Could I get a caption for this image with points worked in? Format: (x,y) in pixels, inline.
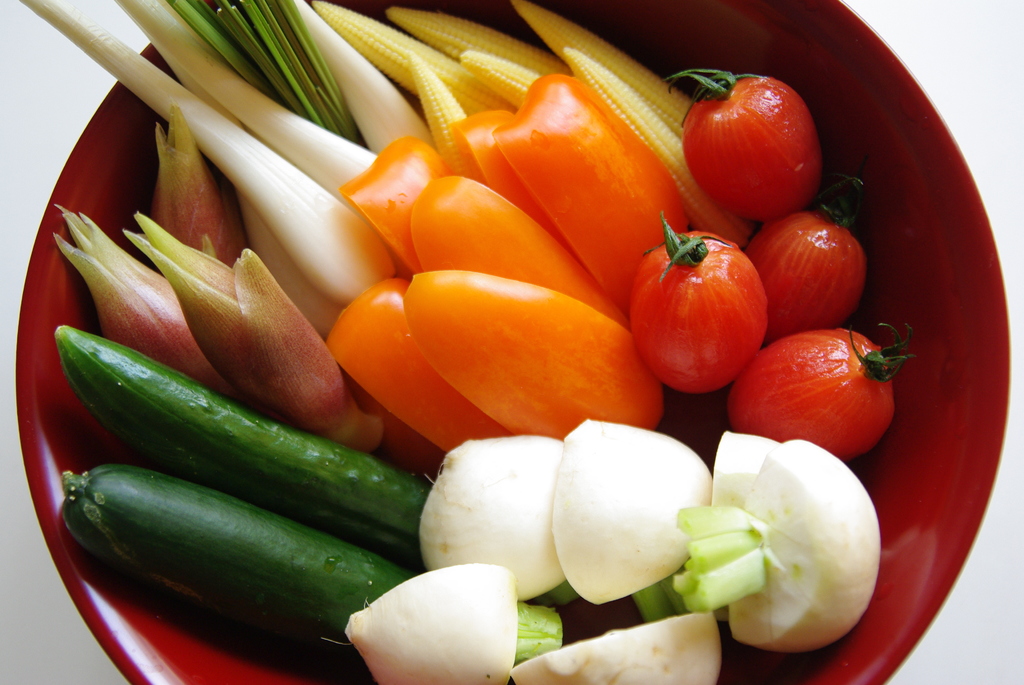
In this image, we can see a bowl (903,215) contains some vegetables (586,470), baby corn (643,78), tomatoes (738,106), cucumber (313,477) and buds (286,339).
